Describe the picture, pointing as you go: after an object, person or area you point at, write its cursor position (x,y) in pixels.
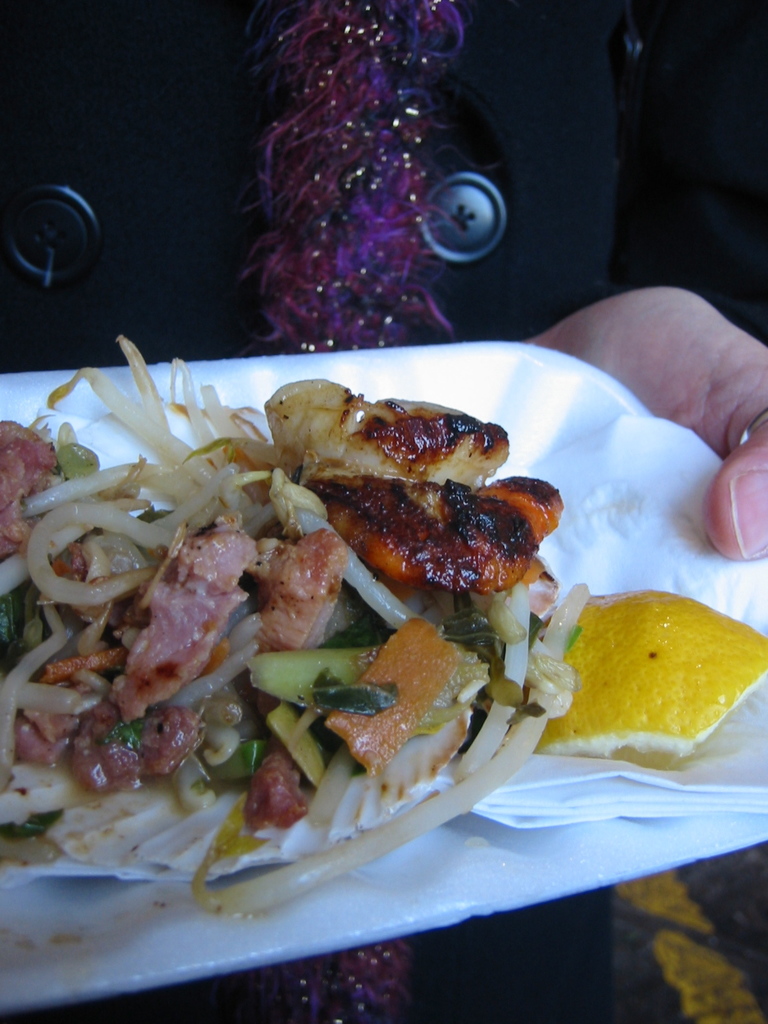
In this image a person (456,160) is holding a plate (635,861) in his hand (710,426). Plate (534,829) is having some food (382,718) and paper (653,804) on it.
